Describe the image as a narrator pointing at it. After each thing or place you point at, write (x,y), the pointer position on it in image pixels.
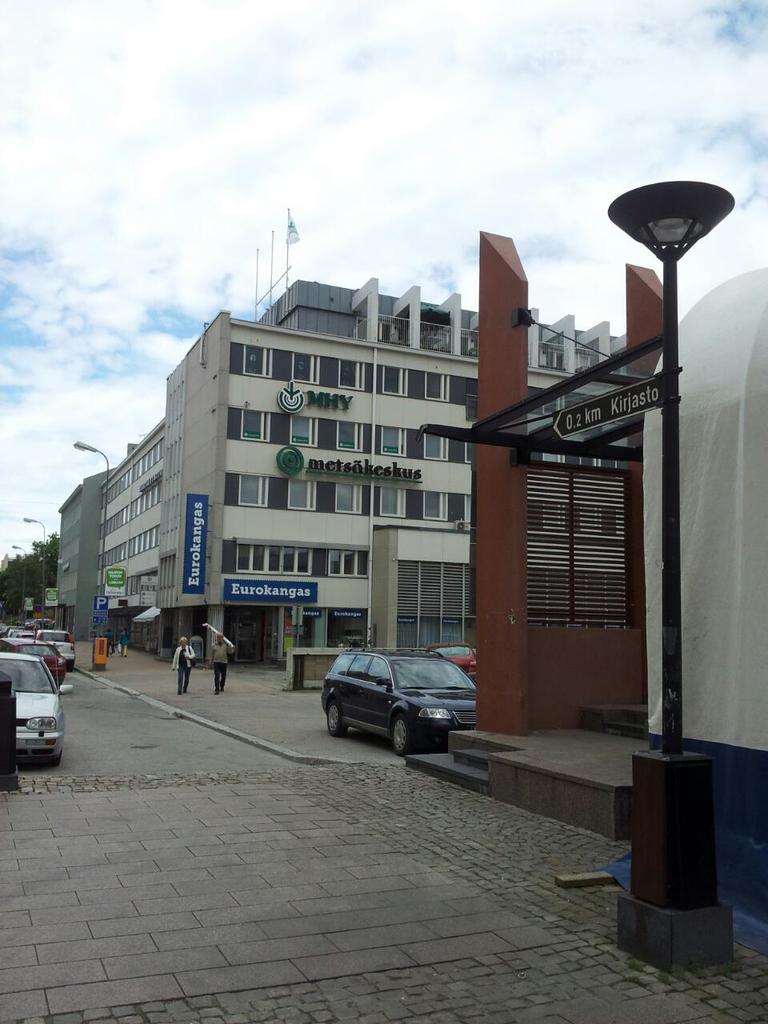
In this picture I can see few buildings (297,488) and few boards (117,594) with some text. I can see pole lights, trees (15,600) and few cars (351,684) parked and I can see couple of persons (184,683) walking. I can see a flag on the building (176,401) and a blue cloudy sky (412,141).
